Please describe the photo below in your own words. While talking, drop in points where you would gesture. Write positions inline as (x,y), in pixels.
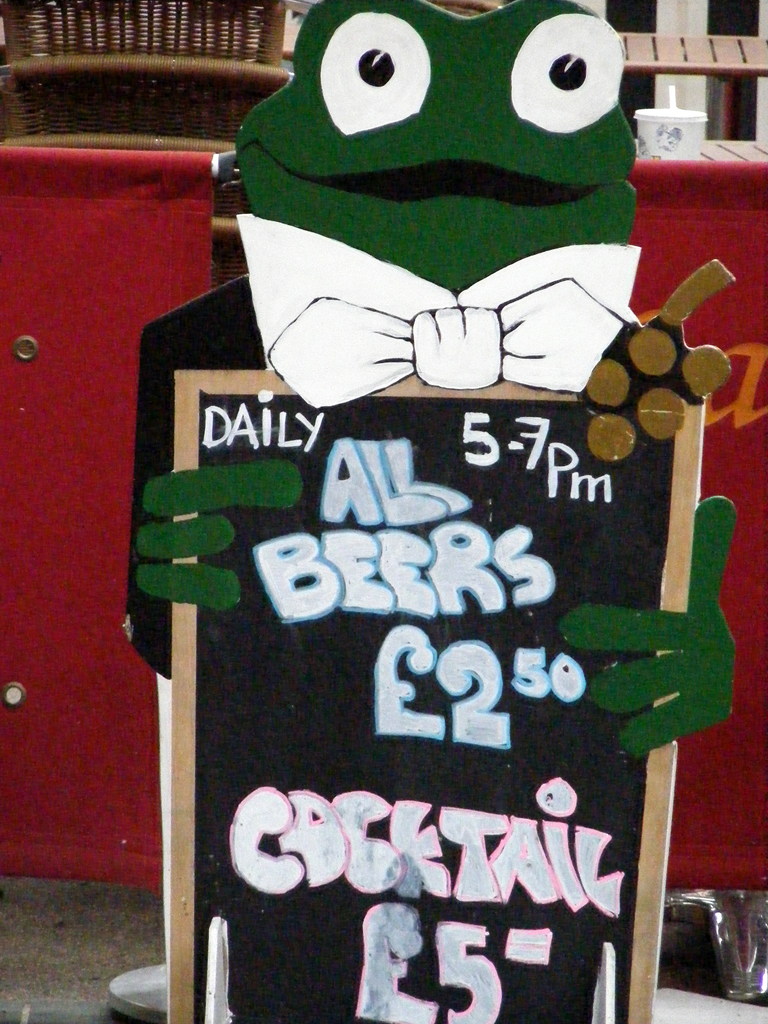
In this image I see a frog (362,156) which is made of cardboard (270,220) and it is of white, green and black in color and I see a board (310,455) over here on which there are words (400,595) and numbers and I see the path (39,998). In the background (20,386) I see the red color cloth (59,848) and I see a cup (655,128) over here.
